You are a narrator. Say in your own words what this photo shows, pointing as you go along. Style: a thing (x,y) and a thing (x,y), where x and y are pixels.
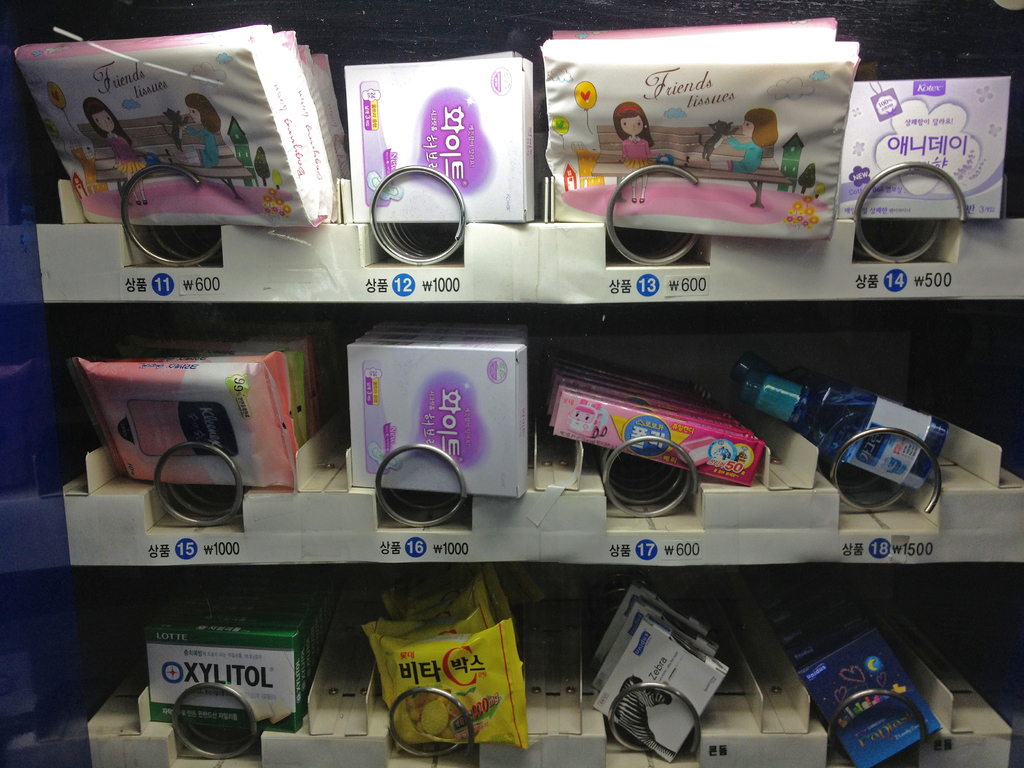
In this picture we can see shelves (88,272) and in the shelves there are boxes (461,368), bottles (802,404) and different items (105,144).
